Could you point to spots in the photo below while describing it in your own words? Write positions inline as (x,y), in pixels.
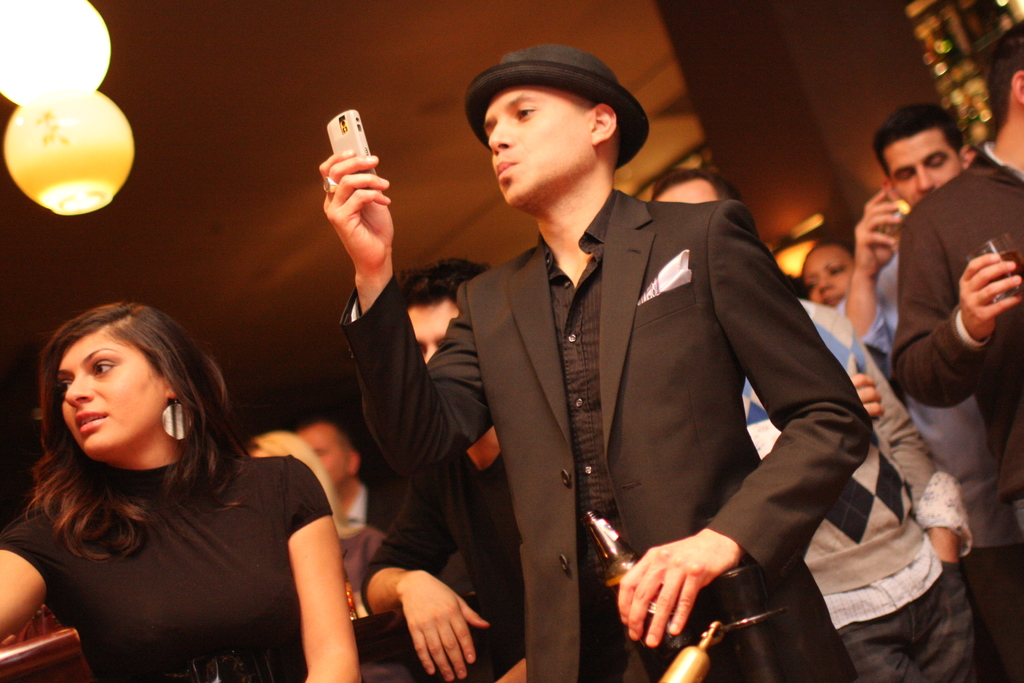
In this image we can see group of persons (570,415) standing on the floor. One person (682,355) is wearing a black coat (643,306) and a hat (586,82) is holding a mobile (339,148) in his hand (360,242) and a bottle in the other hand (681,554). In the background (73,128). we can see group of lights (103,49).
